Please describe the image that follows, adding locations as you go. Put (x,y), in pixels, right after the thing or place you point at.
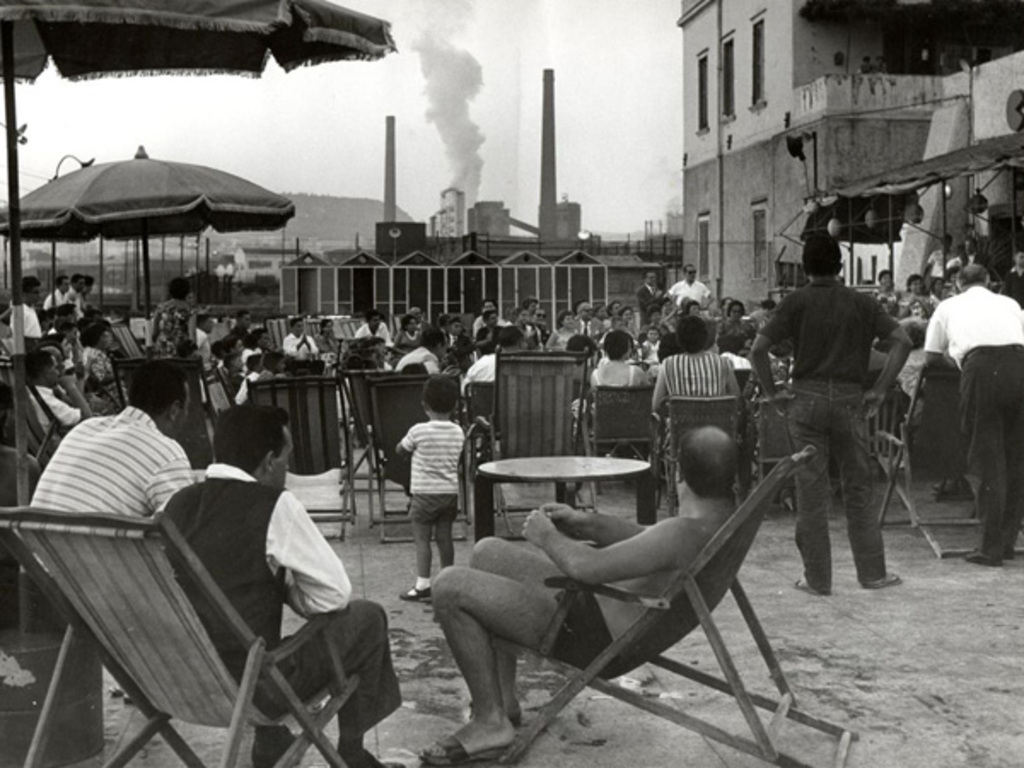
In this picture we can observe some people (584,576) sitting in the chair (390,379) under umbrellas (105,199). There are some people (793,322) standing. We can observe a building (714,162) on the right side (778,123). In the background (451,144) we can observe smoke (454,151), two poles (386,205) and a sky (415,119). This is a black and white image.
